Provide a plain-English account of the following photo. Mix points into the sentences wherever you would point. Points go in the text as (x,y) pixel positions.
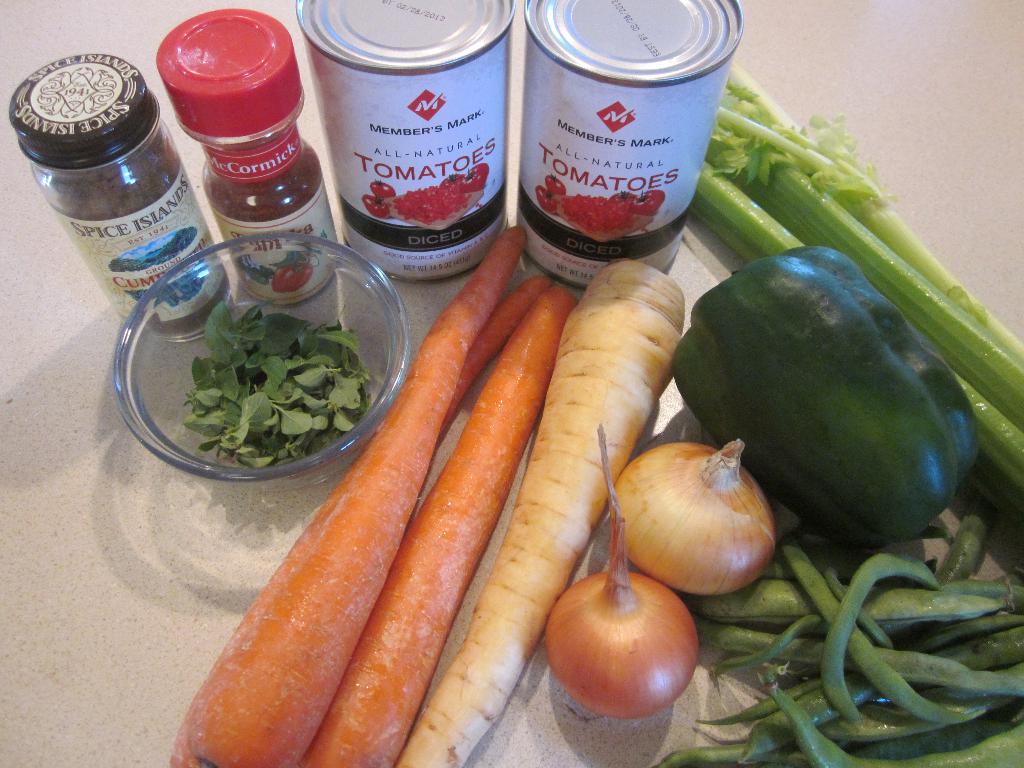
In this image we can see group of vegetables (864,591) placed on the surface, some leaves (324,394) are placed in the bowl (170,383). In the background (99,232), we can see two metal containers (442,165) and bottles (150,218) placed on the surface (809,16).
